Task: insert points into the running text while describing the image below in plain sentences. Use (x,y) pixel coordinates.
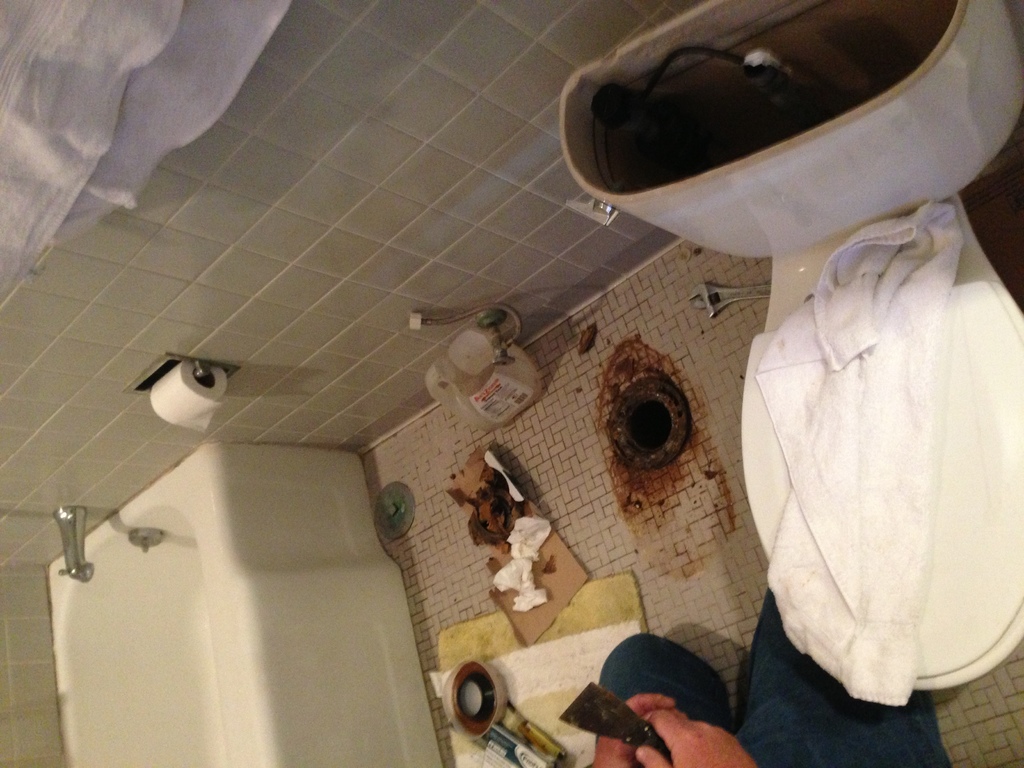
The image is taken in the bathroom (721,526). On the left side of the image (220,594) we can see a bathtub (250,630). On the right (795,155) there is a flush tank (787,167) and we can see a napkin (868,413) on it. At the bottom (786,709) we can see a person (713,726) holding an object (613,726). In the center (527,391) there is a bottle (521,406) and we can see some things (544,590) placed on the floor (659,598).
